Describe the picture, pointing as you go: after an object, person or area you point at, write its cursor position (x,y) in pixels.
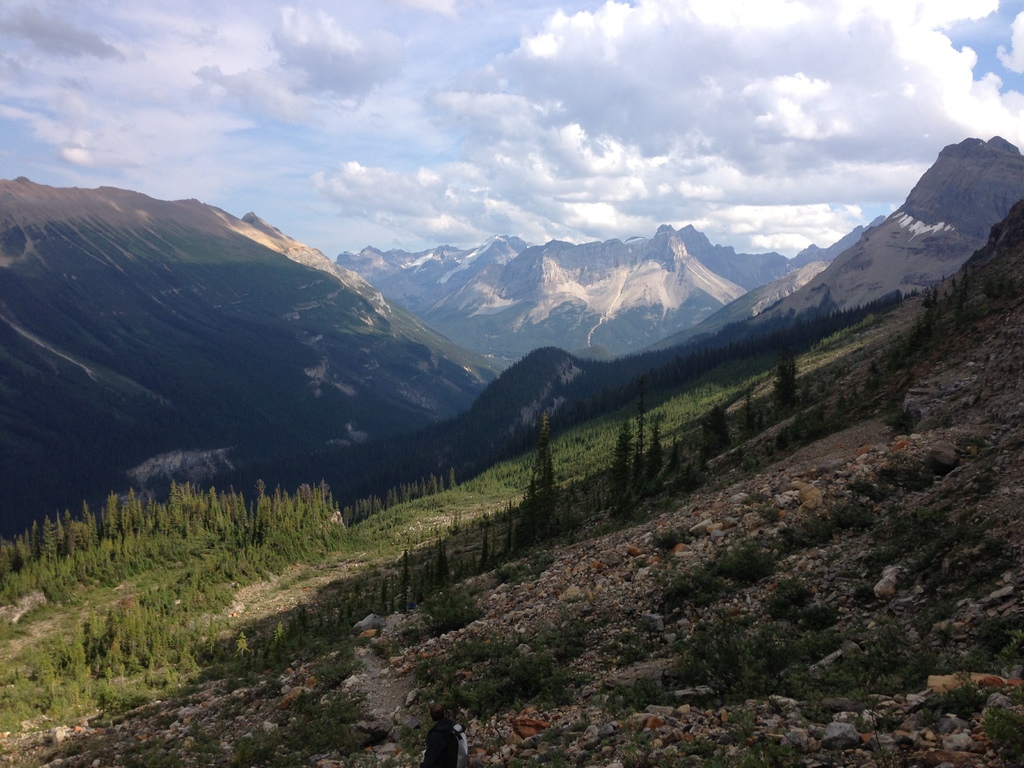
It is a hill station (230,592) there are a lot of mountains (419,300) and on the first mountain (424,709) there is a man (436,742) walking in between the rocks (606,608).
